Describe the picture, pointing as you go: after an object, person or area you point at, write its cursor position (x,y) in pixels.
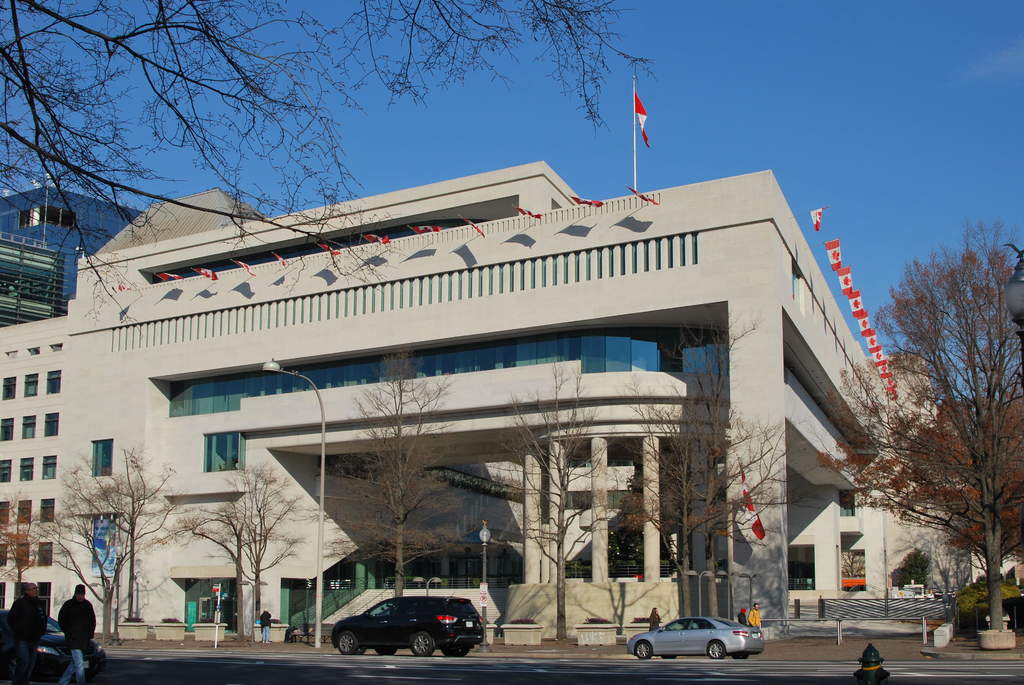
In this image in the center (446,232) there are some buildings (600,346), trees (970,505), vehicles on the road (133,655). And also i can see some poles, lights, flags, railing (842,635) and some persons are walking. And at the top of the image (439,98) there is sky (651,99).
